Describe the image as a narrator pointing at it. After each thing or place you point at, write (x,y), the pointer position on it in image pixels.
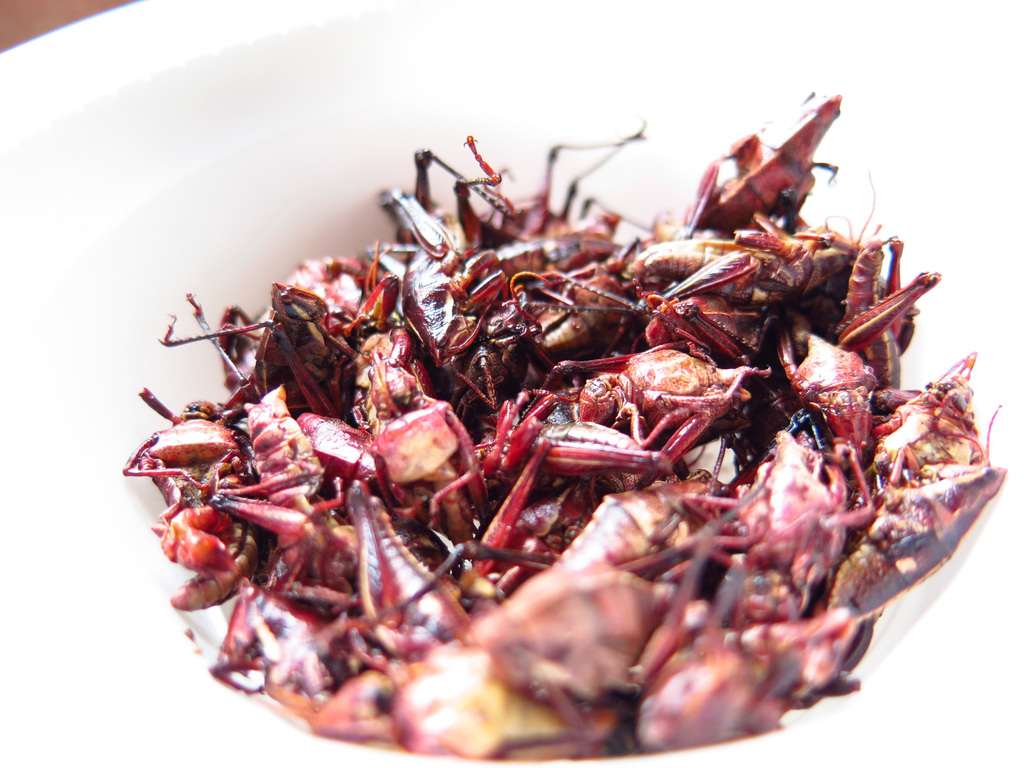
In this image I can see a lot of insects (651,527) cooked, served in a bowl (825,156). Seems to be grasshoppers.
